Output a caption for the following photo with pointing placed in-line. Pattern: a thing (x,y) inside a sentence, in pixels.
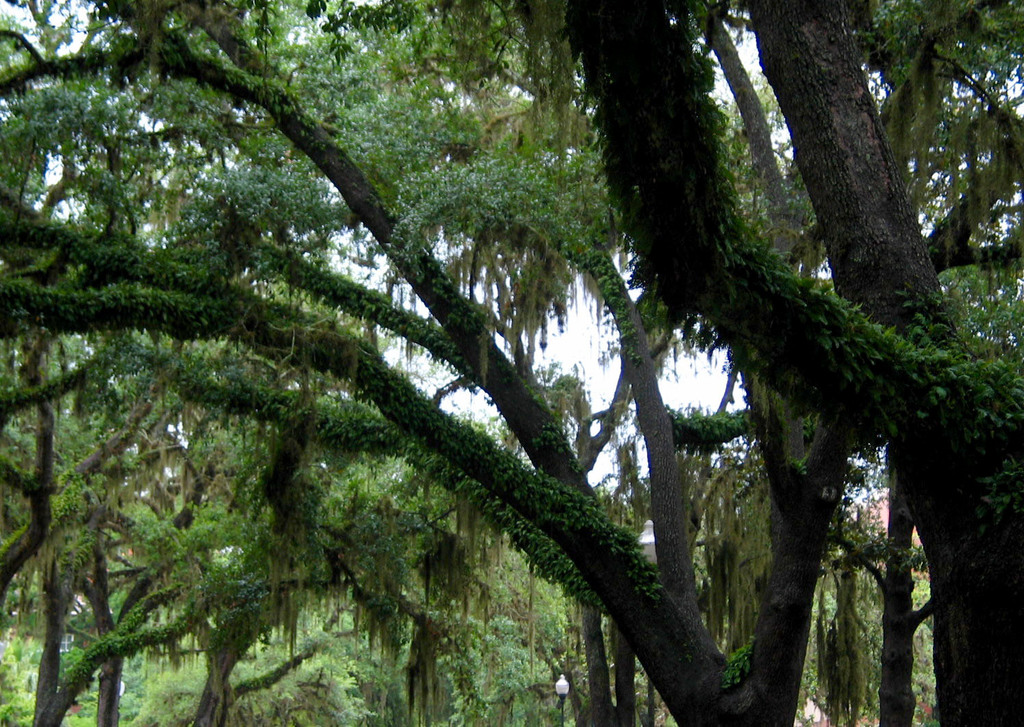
In this picture we can see many oak trees (170,564) with leaves (381,306) on the branches (515,364) and the trunks (505,382).
